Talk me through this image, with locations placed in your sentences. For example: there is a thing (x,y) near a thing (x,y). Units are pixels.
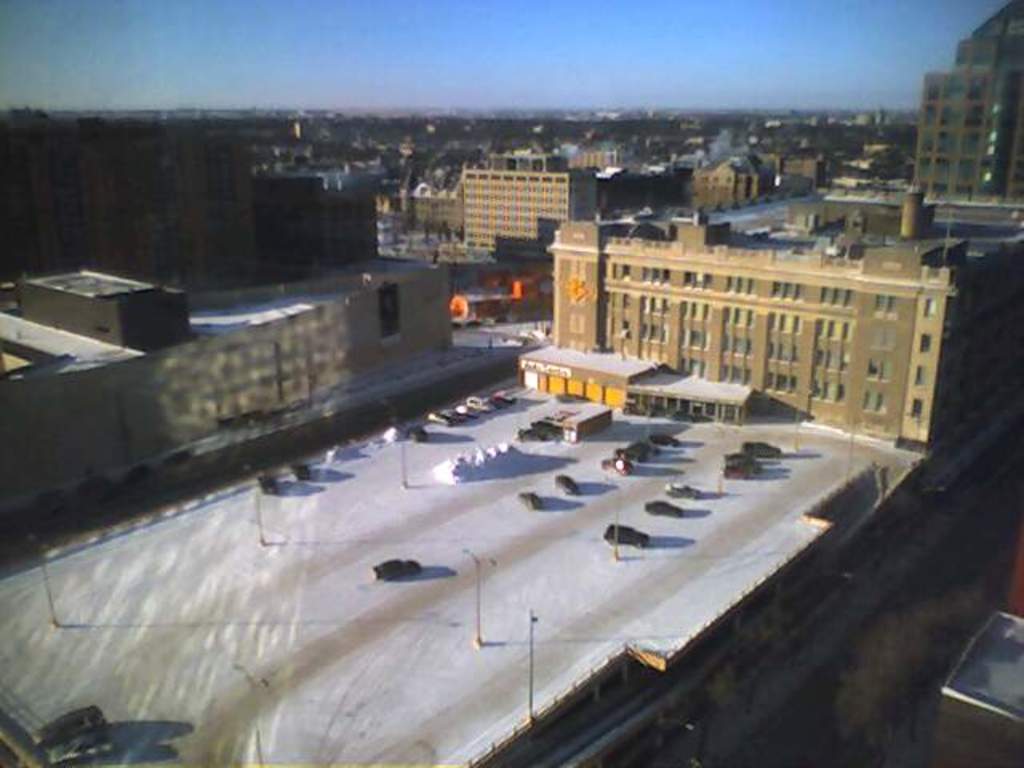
In this picture I can see the parking lot (406,600) in front (351,562) on which there are poles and few cars (756,461) and I can see number of buildings (578,217) in the background (447,108). On the top of this picture (701,26) I can see the sky (483,54).
